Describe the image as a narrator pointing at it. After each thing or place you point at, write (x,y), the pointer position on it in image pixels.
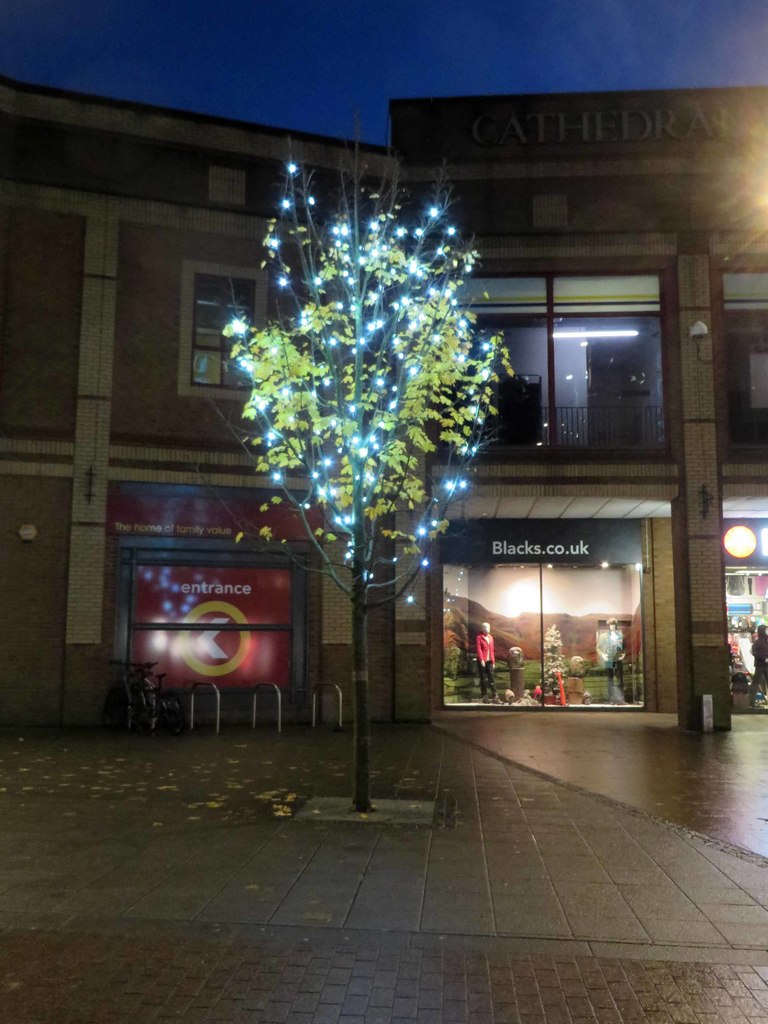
In this picture we can see a tree (383,587) with lights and in the background (391,667) we can see a building (213,424), person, mannequins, sky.
